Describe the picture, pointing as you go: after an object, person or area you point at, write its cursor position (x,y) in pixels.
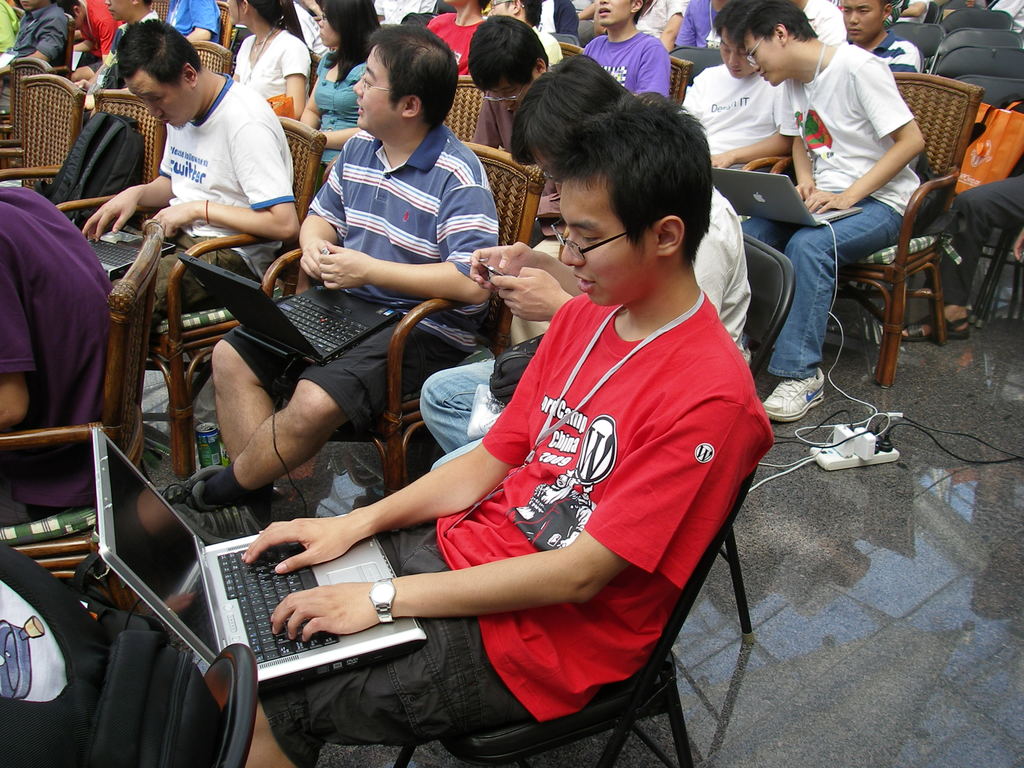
In this picture I can see few people (720,208) seated on the chairs (11,79) and few of them (564,492) working on the laptops (391,625) and I can see a extension switchboard (878,458) on the floor (886,475).
